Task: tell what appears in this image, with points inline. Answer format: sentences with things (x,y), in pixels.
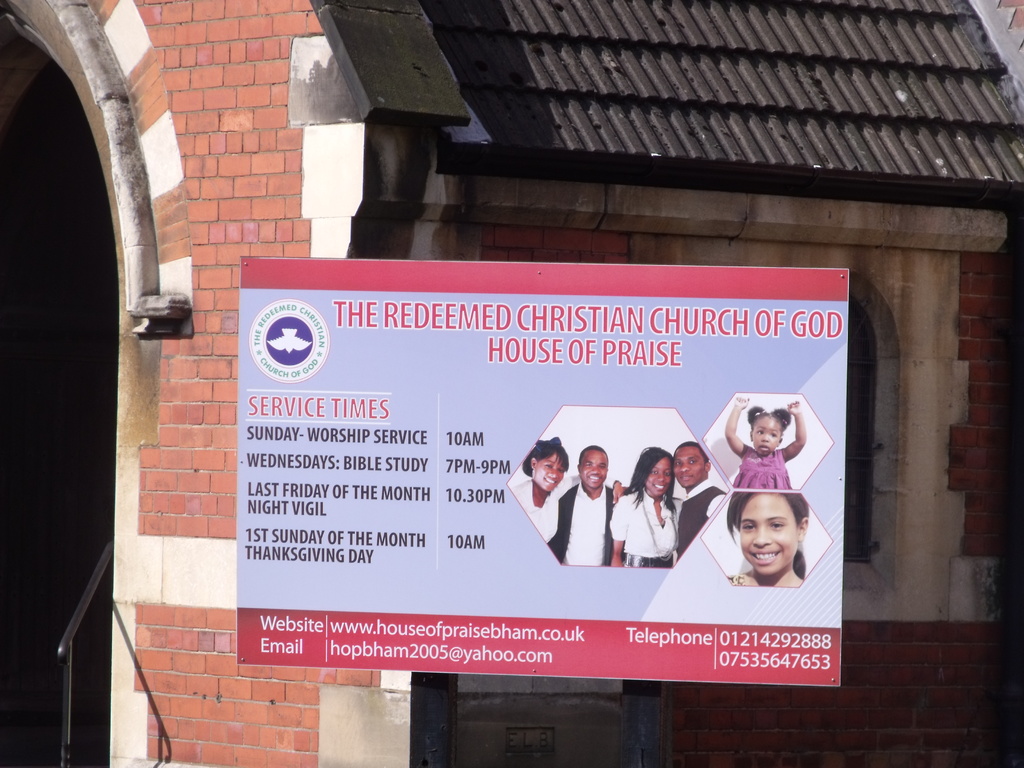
In this image there is a display board (326,310) with church timings (363,418) on it, behind the board (350,406) there is a church (201,257).
